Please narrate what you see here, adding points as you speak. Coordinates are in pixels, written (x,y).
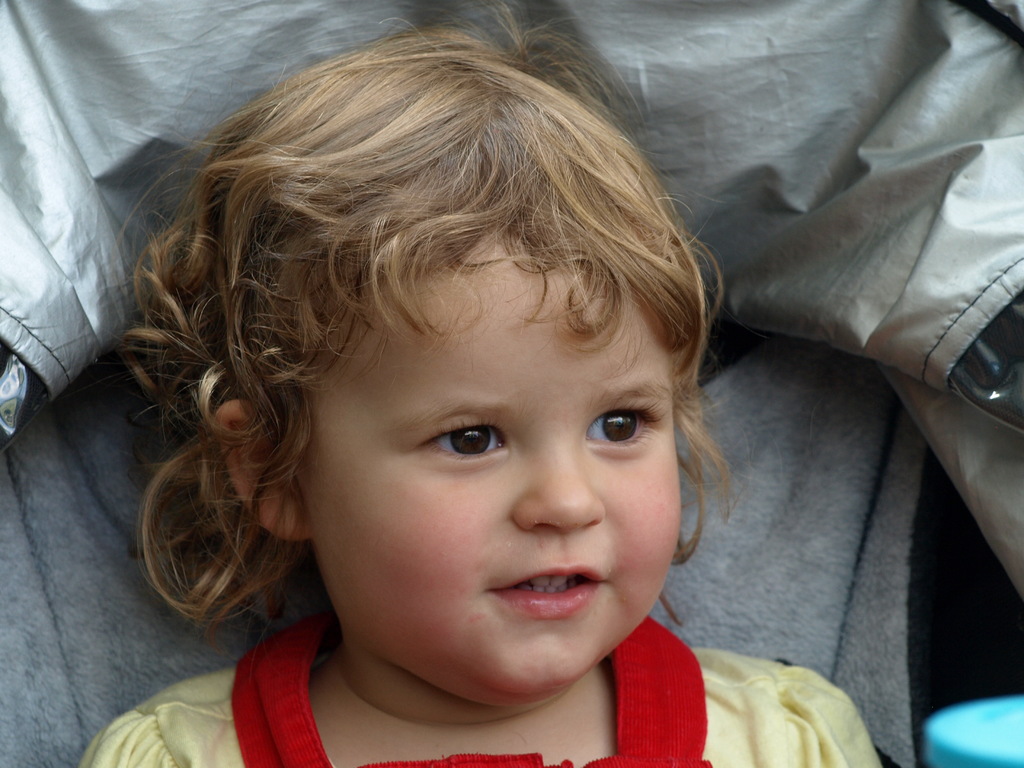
In this image we can see a baby (353,528) wearing red and yellow color dress (312,722), a blue color object (971,721) and in the background (892,395) there is an ash color cloth (105,413).
